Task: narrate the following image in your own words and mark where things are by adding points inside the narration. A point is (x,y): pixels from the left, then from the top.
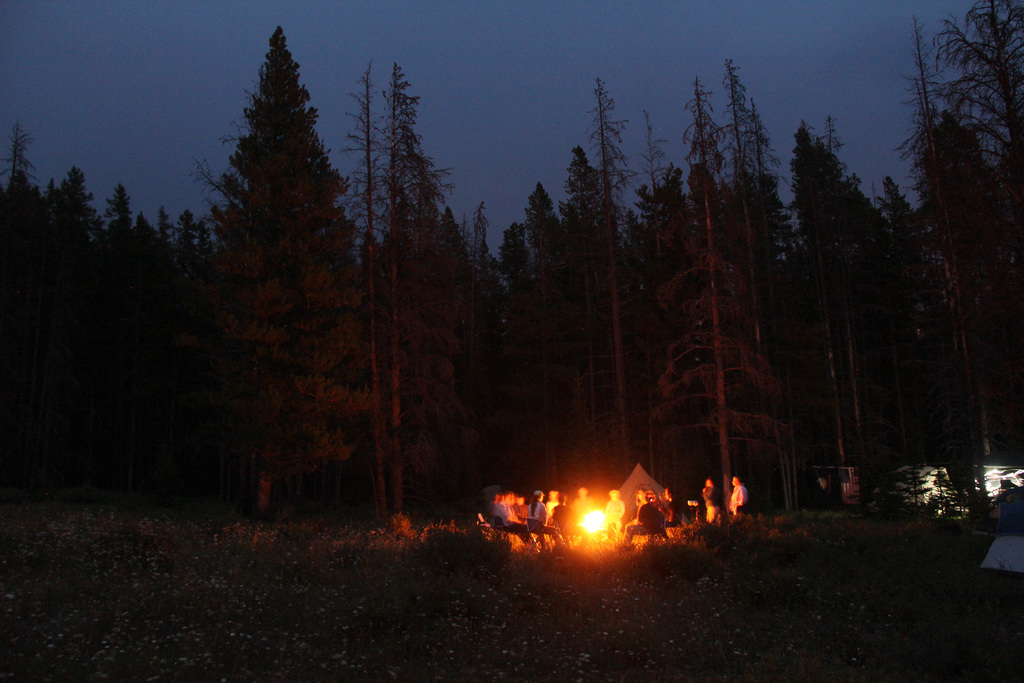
In this picture, we can see a few people (641,504), camp fire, tents (1015,515), vehicles (1010,475), plants (380,646), trees (981,456), and the sky (834,69).
